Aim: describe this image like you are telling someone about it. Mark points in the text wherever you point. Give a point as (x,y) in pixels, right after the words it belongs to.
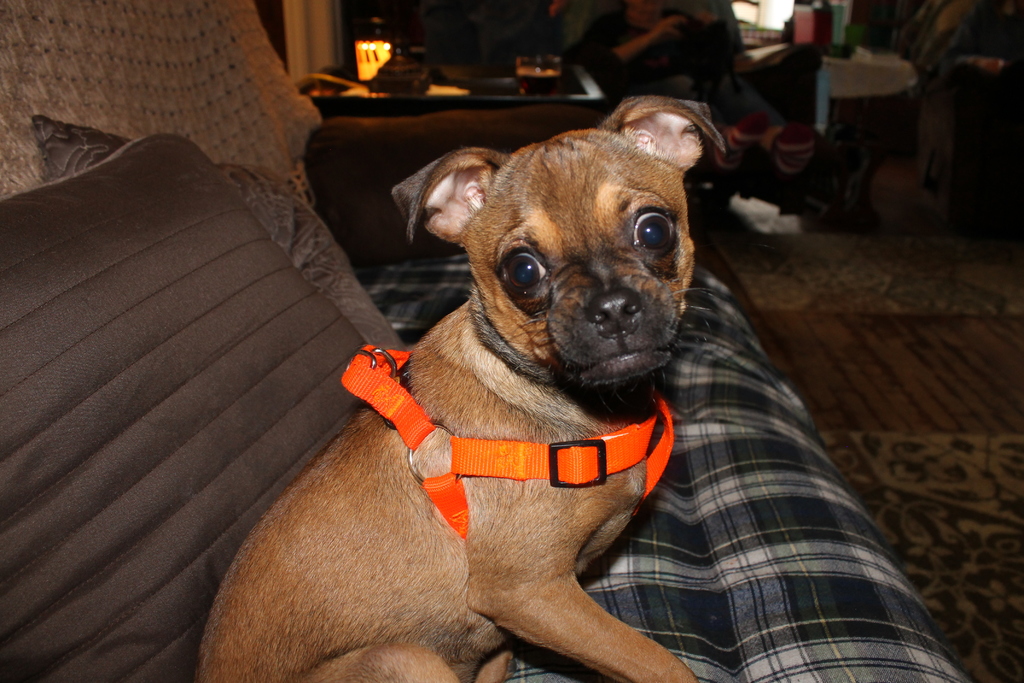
In this picture there is a dog (438,405) in the center of the image (572,228), on a sofa (525,143), there is a rug (974,267) on the floor (883,373), there are clothes (1008,56) on the right side of the image (770,97) and there is a lamp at the top side of the image (385,63).
